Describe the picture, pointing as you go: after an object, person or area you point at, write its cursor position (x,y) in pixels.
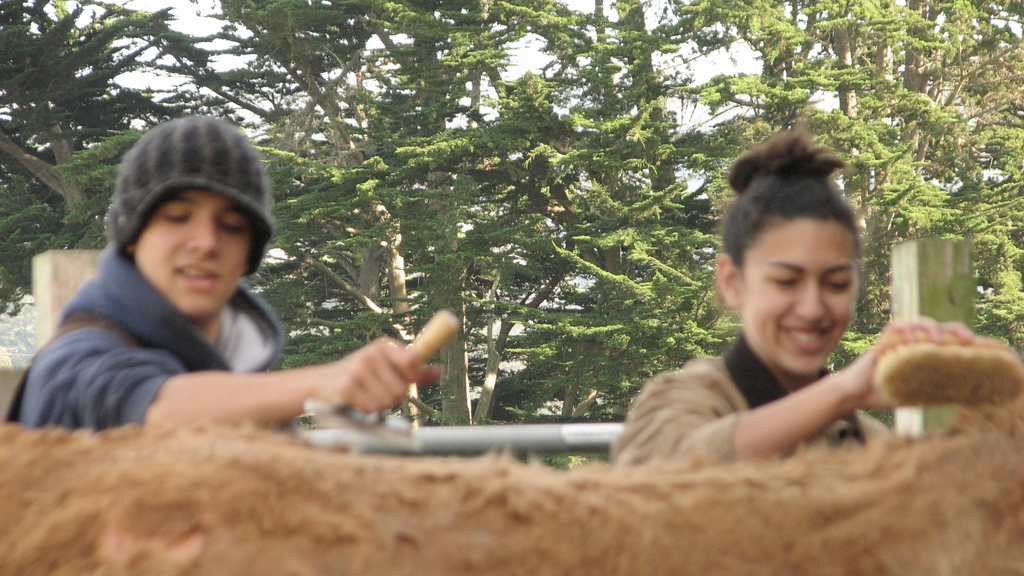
This is a blur image. Here I can see a woman (824,305) and a man (178,238) holding some objects (433,342) in the hands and smiling. In front of these people (98,372) there is a wall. In the background (393,194), I can see the trees (399,181).
